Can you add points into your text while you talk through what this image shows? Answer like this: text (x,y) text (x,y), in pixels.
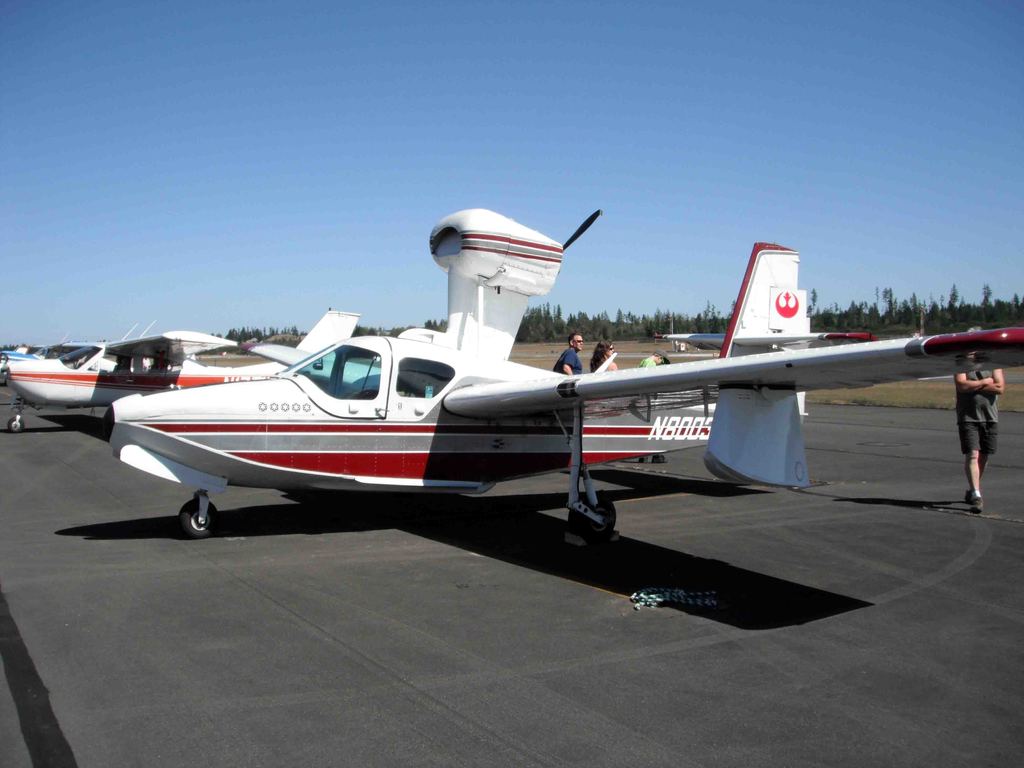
In the image there are many aeroplanes (290,397) on the road (556,563) and behind it there are few persons (565,359) walking, over the whole background (539,315) there are trees (556,324) all over the image and above its sky (472,199).
